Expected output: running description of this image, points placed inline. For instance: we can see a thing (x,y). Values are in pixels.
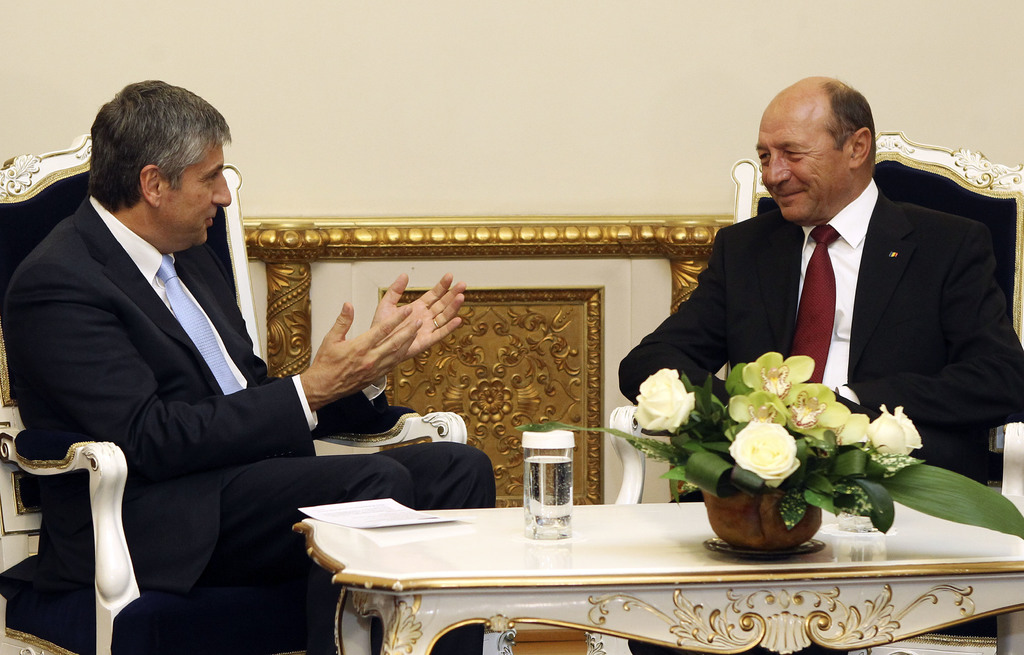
This picture shows two men (116,225) seated on the chairs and we see a person (253,537) speaking to the other person (831,369) and we see a flower pot (741,492) and a glass of water (570,494) on the table (922,602).
